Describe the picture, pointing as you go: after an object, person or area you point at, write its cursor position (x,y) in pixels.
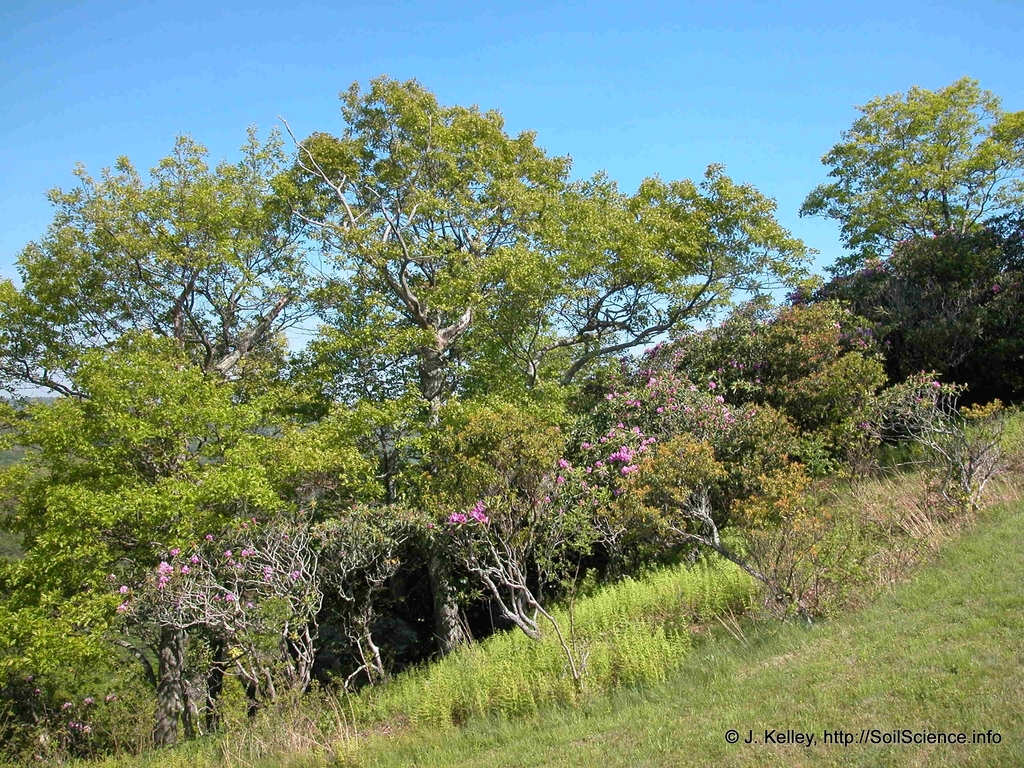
In this image we can see trees (395,502), plants (379,608) and grass (655,730). In the background (549,121) there is a sky (468,75).
